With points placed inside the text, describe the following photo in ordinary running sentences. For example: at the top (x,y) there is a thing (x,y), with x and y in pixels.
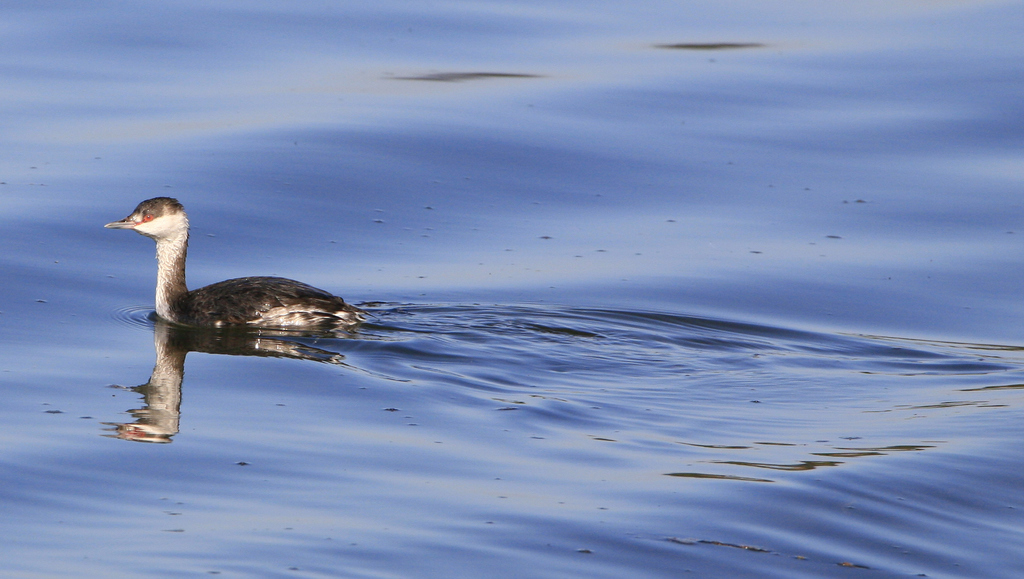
In this image we can see a duck (280,291) on the surface of water (340,228).
